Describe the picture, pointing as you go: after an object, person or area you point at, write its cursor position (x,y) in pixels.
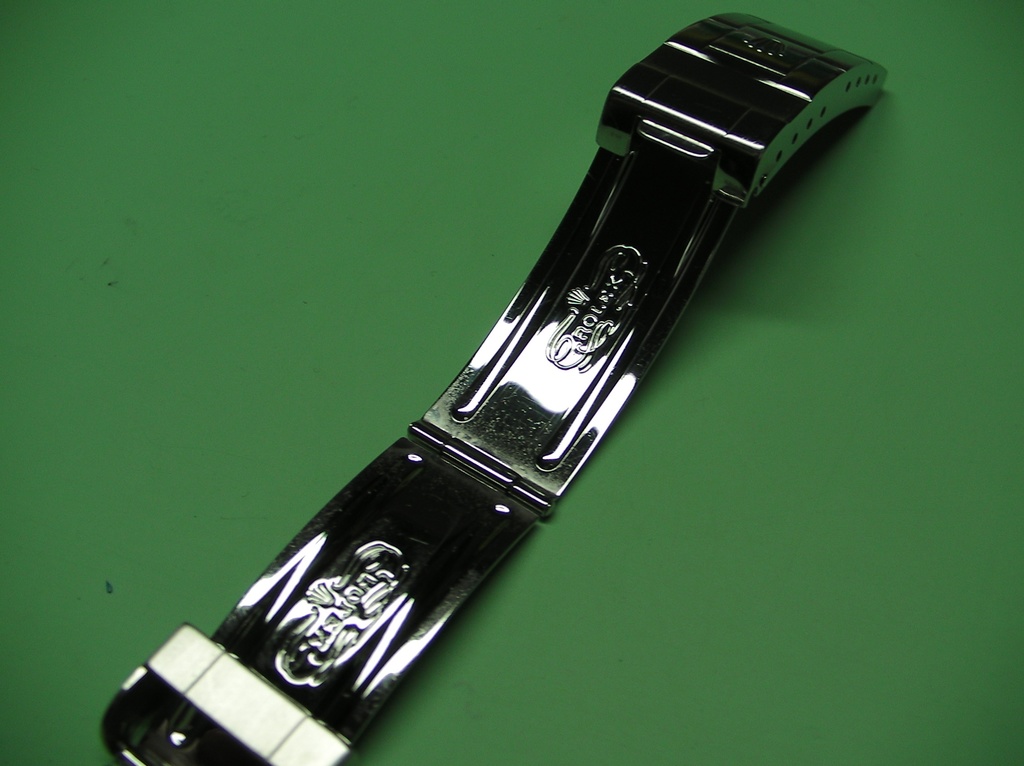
In this image there is a metal object (536,421) on the surface (773,454) which is in green color. There is some text (626,273) carved on the metal object (481,477).
